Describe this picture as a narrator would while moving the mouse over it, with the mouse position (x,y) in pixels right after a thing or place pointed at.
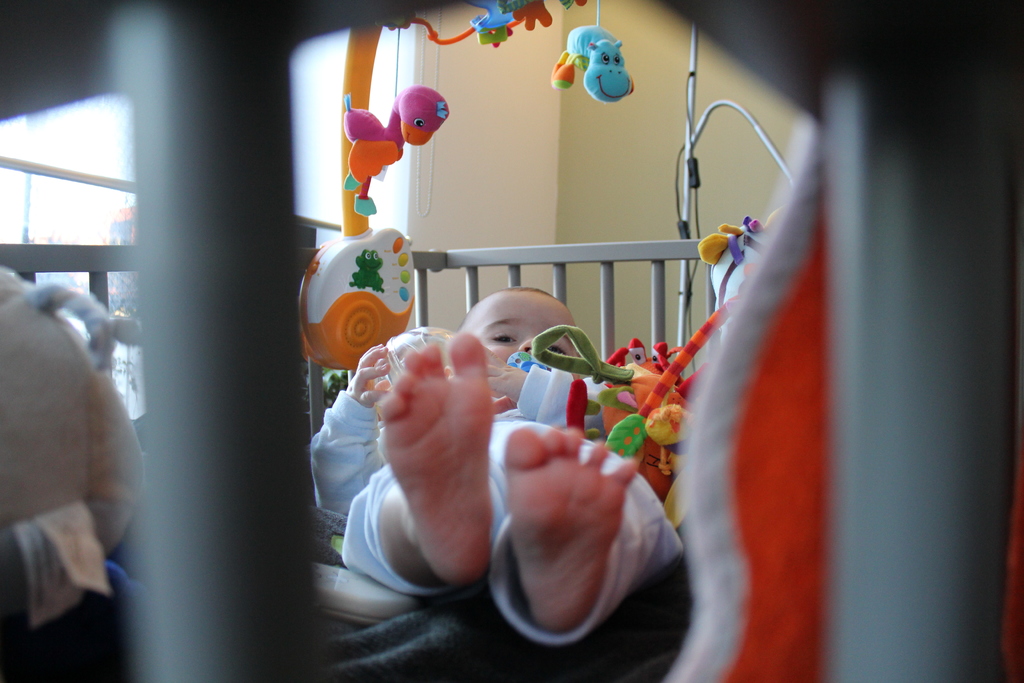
In this image we can see a kid (496,300) lying in the cradle (472,296) and there are toys (10,349). In the background (529,170) there is a wall (610,121).
